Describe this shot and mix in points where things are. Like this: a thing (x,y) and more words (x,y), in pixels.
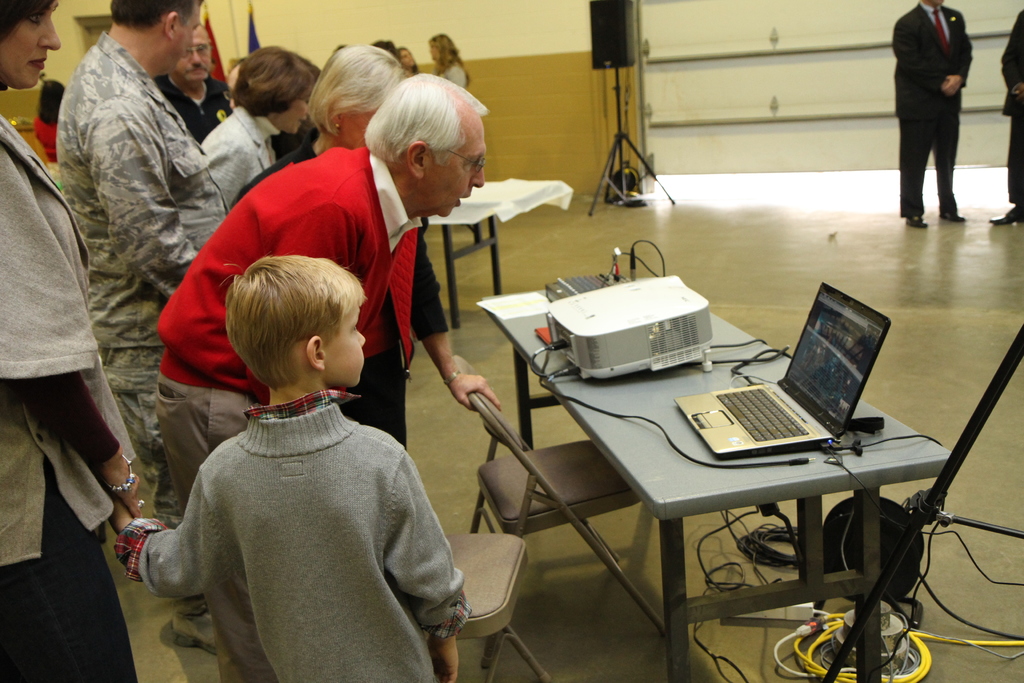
There is a table (863,535) on that there is a laptop (787,396) and some people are standing and looking in the laptop (825,376) and in the background (791,99) there is wall (795,83) and peoples (936,92) are standing and talking.
